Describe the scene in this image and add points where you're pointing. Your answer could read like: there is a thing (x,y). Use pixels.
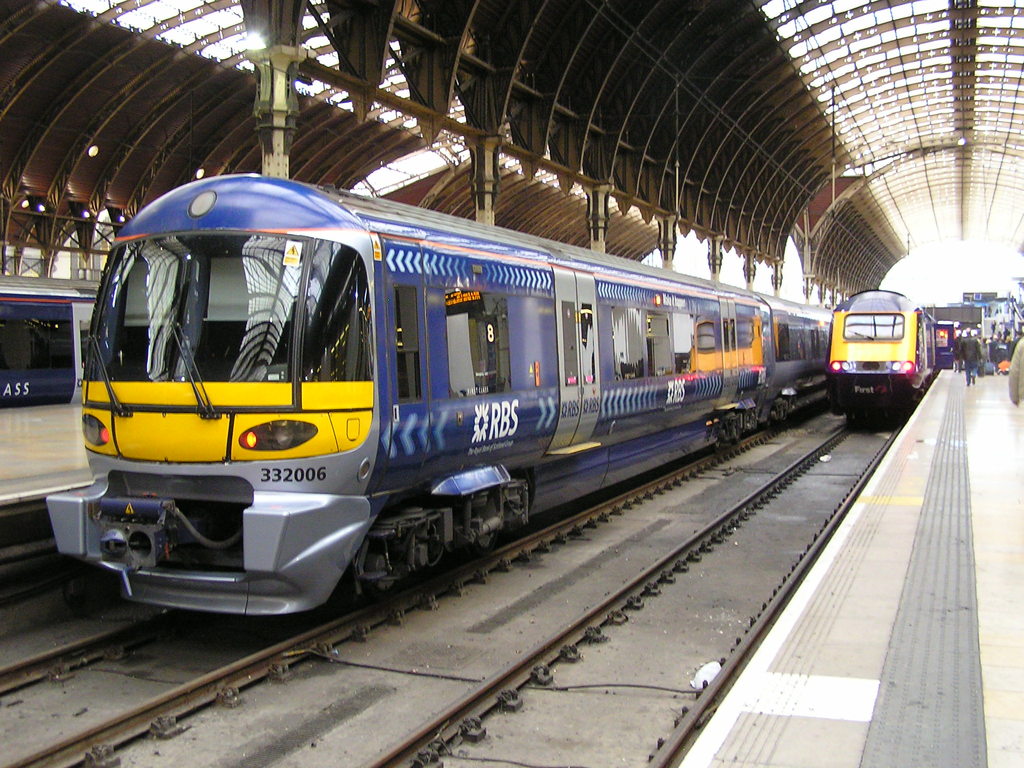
In this image I can see there are two trains (442,437) moving on the railway tracks (654,651) and there are platforms (946,513), there are few people (1000,356) walking on the platforms (945,422), I can see there is an iron frame (394,105) on the ceiling (728,16).
